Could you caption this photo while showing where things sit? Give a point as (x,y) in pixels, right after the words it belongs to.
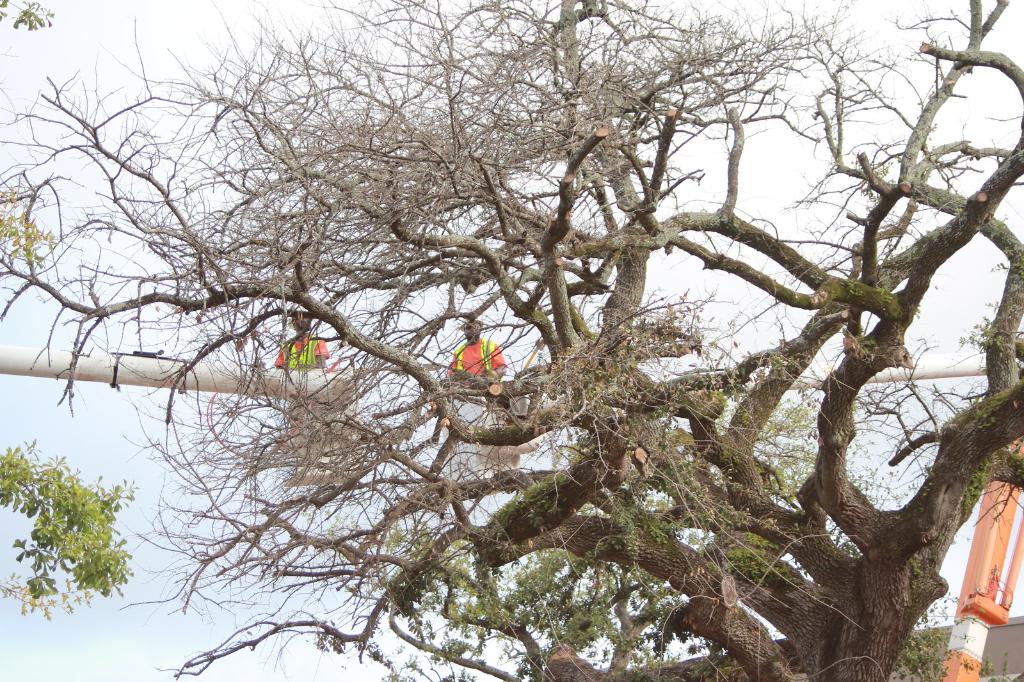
In the center of the image (545,388) we can see a tree (611,472). In the middle of the image (481,360) we can see two persons (499,357) present on the rod (208,369). On the right side of the image (964,681) a machine (971,662) is there. In the background of the image (259,151) there is a sky (204,27).
